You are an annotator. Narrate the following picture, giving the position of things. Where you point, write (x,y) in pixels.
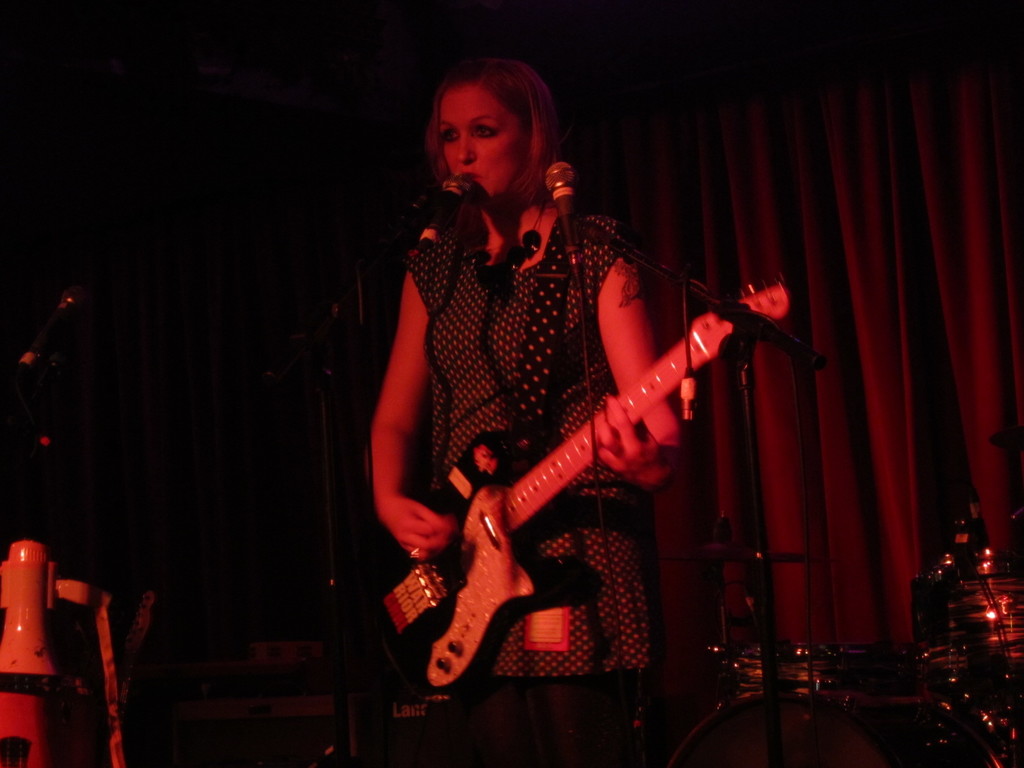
In this image a lady (468,407) is playing guitar (496,520) along with singing. In front of her there are mics (461,193). Beside her there are drums (918,631). In the background (240,374) there is curtain (845,342).
